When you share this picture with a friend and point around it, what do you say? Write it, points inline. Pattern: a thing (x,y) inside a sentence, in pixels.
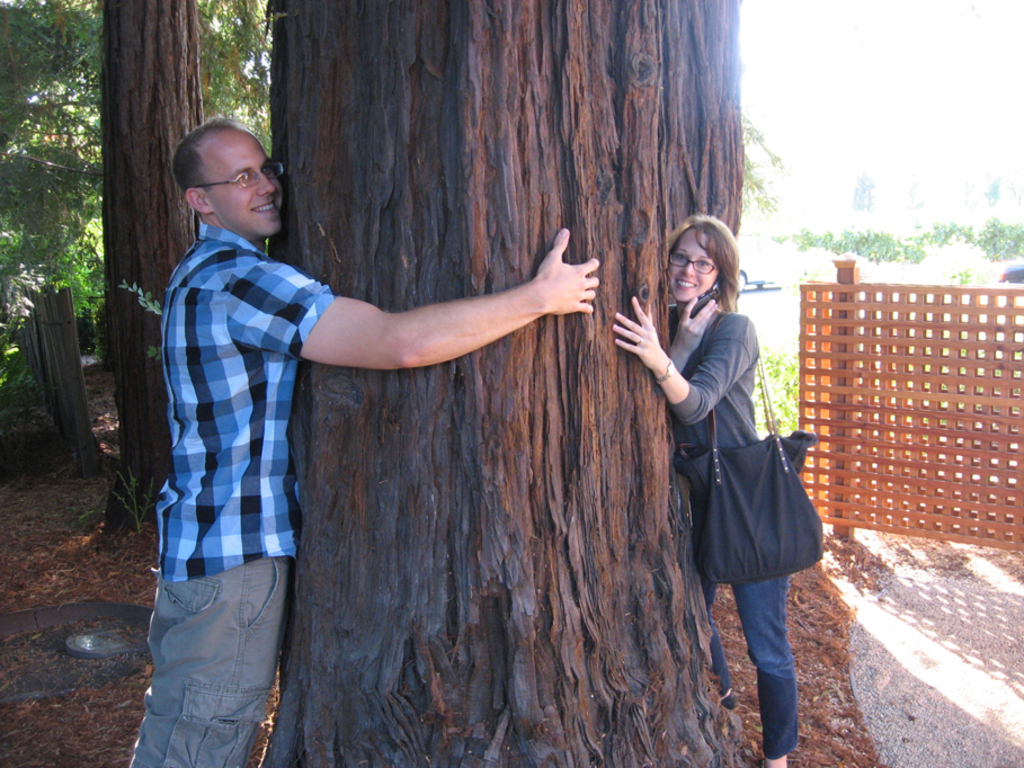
The person (217,613) wearing grey pant (222,603) is hugging the tree (310,377) and the women (674,381) wearing the grey shirt (690,385) is hugging the tree (582,344) with one hand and holding a phone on her other hand (706,325) and also carrying a black hand bag (742,502).
